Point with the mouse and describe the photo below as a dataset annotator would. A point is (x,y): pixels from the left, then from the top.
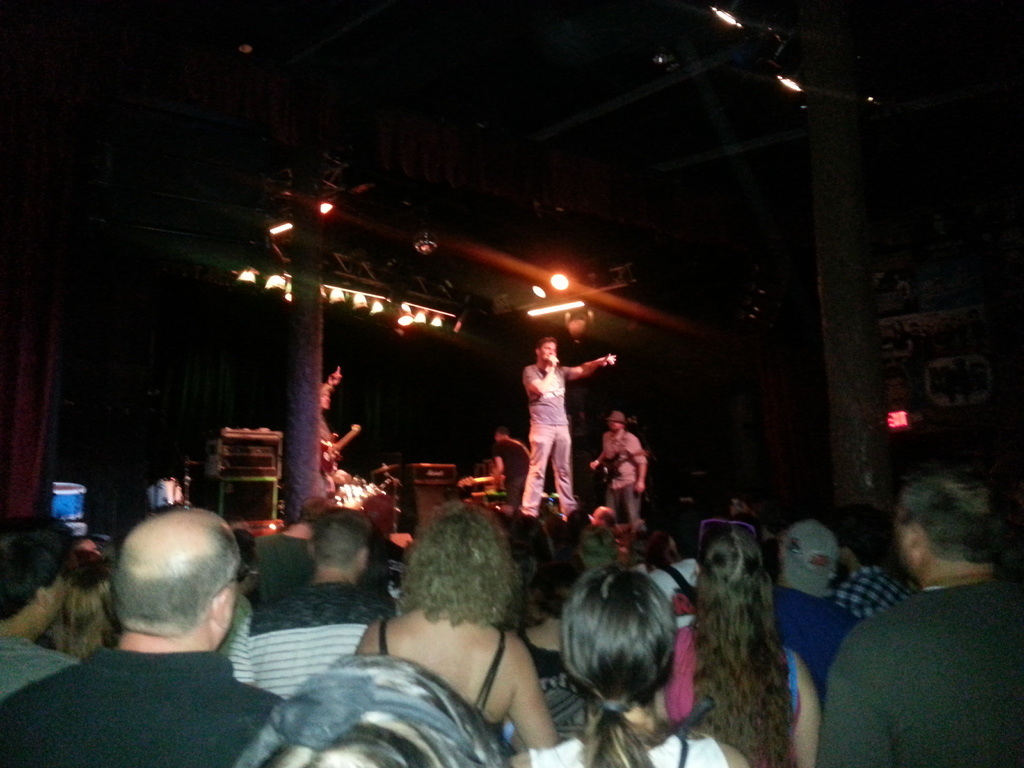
This image looks like it is clicked in a concert. There are many people (685,699) in this image. On the dais (400,502) there are four men (557,414) they are performing music. In the middle (538,472), the man (553,437) is wearing white dress (541,447) and singing. In the background (244,267), there are lights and stands (290,261).
